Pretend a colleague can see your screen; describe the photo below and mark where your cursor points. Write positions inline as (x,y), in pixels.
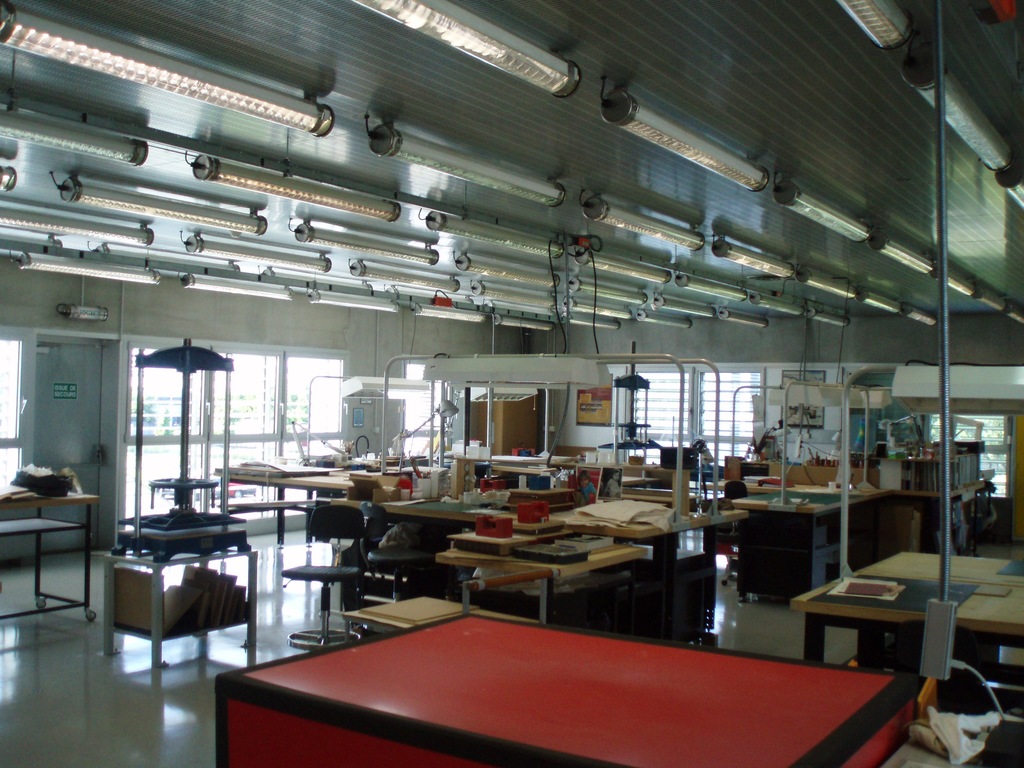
This is an inside view of a room (607,576). There are many tables (824,604) on the floor (124,712). On the tables (473,619), I can see few boxes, machines (212,515) and many other objects (607,508). There are many poles (945,491). At the top of the image (562,193) I can see the lights (313,258) attached to the ceiling (750,56). In the background (319,409) there are glass doors (181,401) through which we can see the outside view (240,410).
